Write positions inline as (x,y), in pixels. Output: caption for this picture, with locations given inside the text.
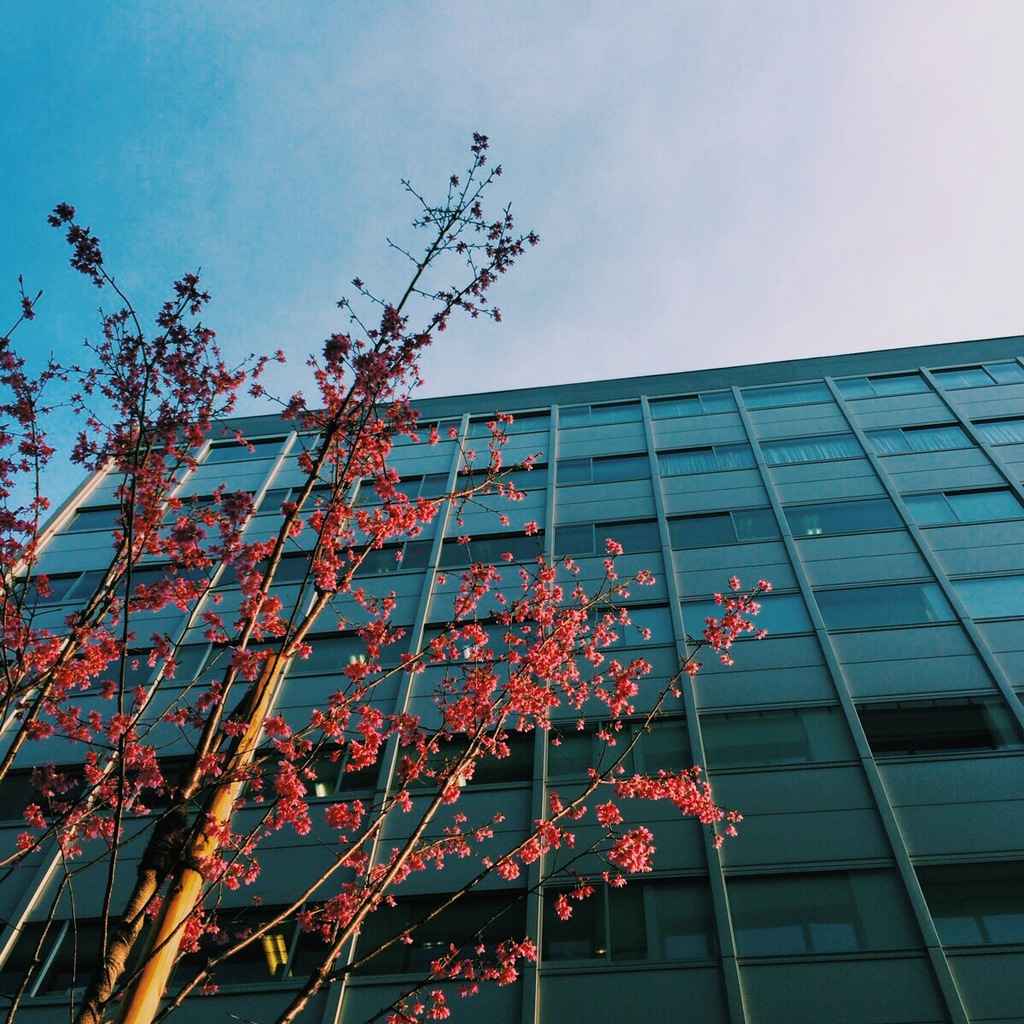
On the left side (210,738), there is a tree (141,893) having flowers (515,641) and there is a pole (155,978). In the background (537,550), there is a building (256,432) having windows (916,390) and there are clouds (665,133) in the blue sky (89,79).
